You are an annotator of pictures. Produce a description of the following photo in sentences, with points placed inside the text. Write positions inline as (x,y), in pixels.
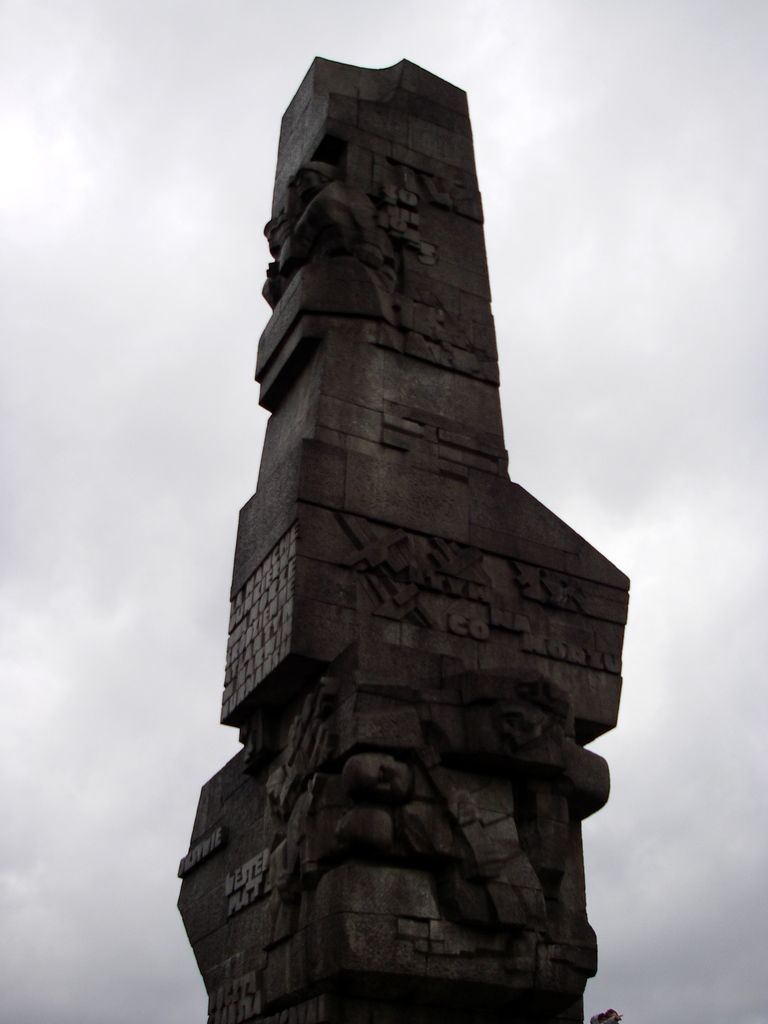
In this picture we can see the stone tower (330,704) in the middle of the image (419,425). Behind there is a cloudy sky (547,0).
